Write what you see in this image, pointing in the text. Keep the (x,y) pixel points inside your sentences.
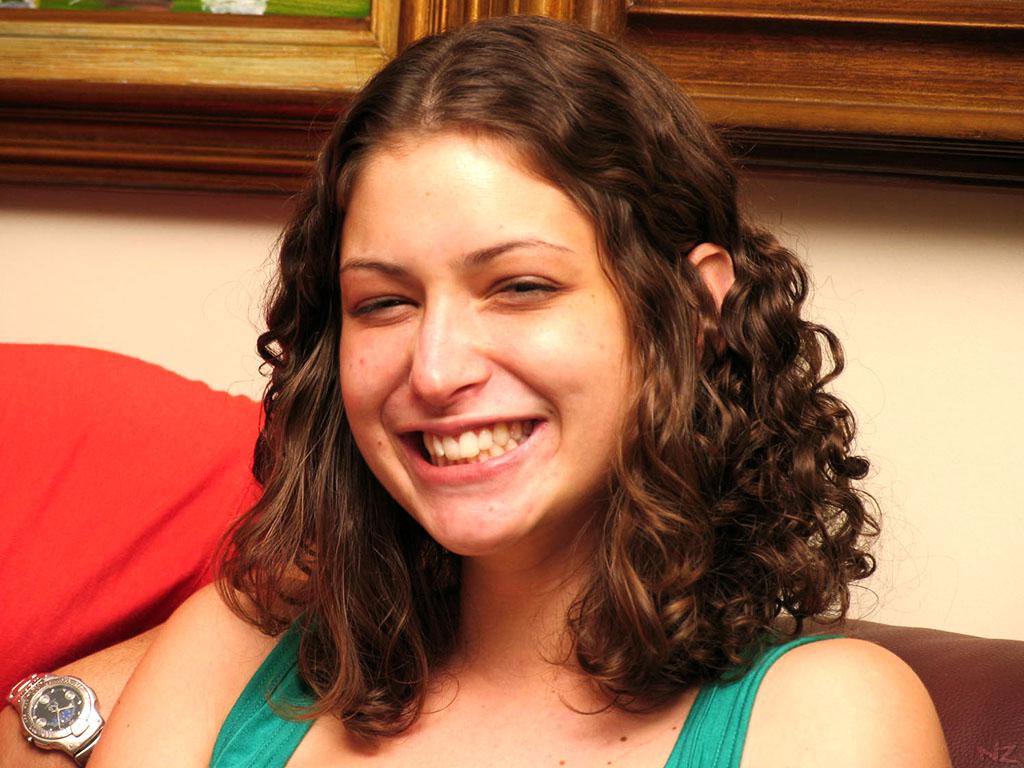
In this image I can see a woman (485,511) laughing.
